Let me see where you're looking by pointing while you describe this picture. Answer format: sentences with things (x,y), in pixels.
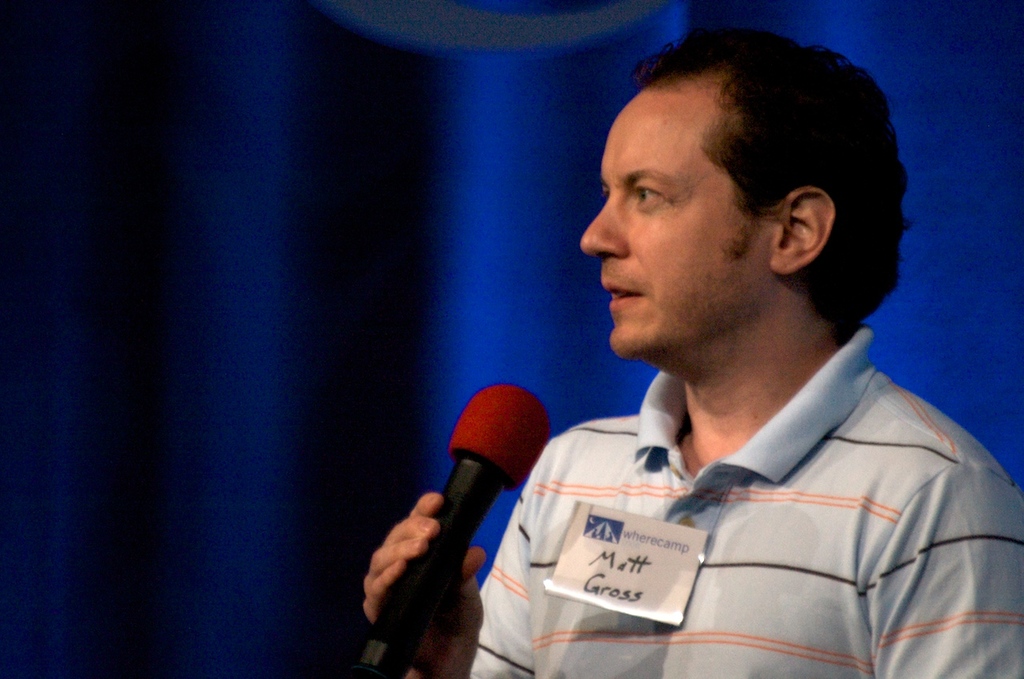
In the image we can see there is a man (707,89) who is standing and holding mic (464,484) in his hand (452,671).
